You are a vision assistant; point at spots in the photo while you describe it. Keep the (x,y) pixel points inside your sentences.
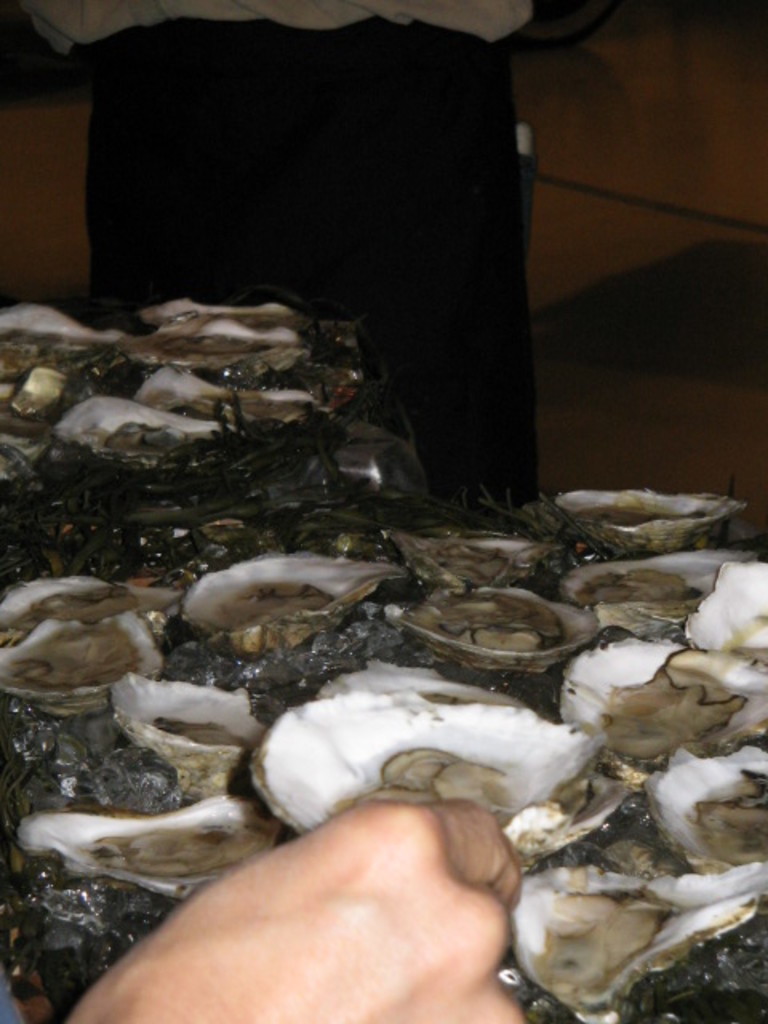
In this image at the bottom (319,899) I can see a human hand (303,919) and there are oysters (449,566) in white and other colors.
